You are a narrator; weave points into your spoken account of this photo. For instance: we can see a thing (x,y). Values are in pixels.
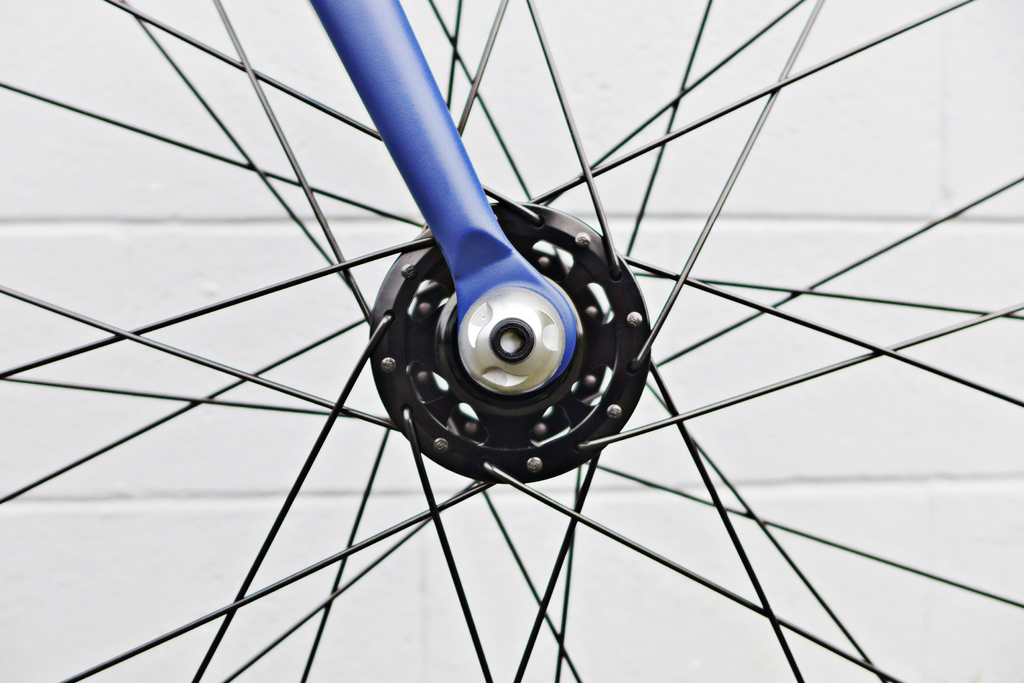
In this picture we can see a wheel (208,155) which is truncated, rod (409,48) and in the background (848,415) we can see the wall (204,332).
